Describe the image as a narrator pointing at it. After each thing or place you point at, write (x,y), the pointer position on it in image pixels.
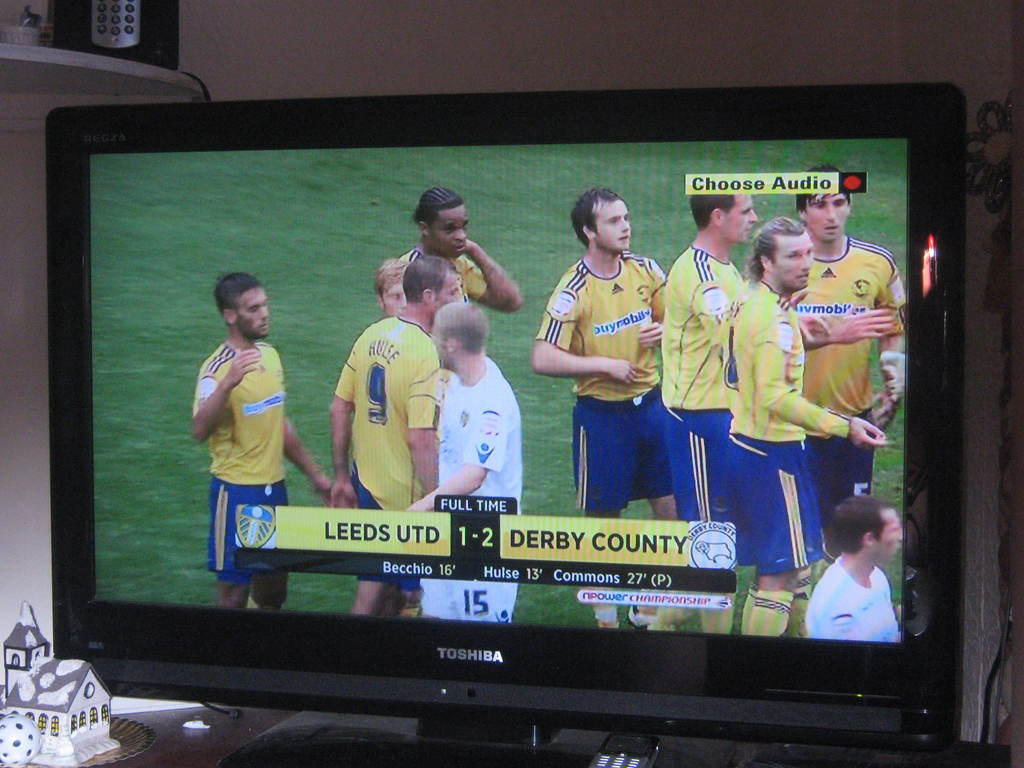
In this image we can see a television (274,436) in which we can see these people (652,345) wearing yellow and white T-shirts (389,399) are standing on the ground (524,283) and we can see some edited text (509,509) here. Here we can see decoration items (113,744) and mobile phone (610,765) are kept on the table (241,733). In the background (138,6), we can see mobile phone (105,34) and something kept on the shelf (77,56) and we can see the wall (615,57).
